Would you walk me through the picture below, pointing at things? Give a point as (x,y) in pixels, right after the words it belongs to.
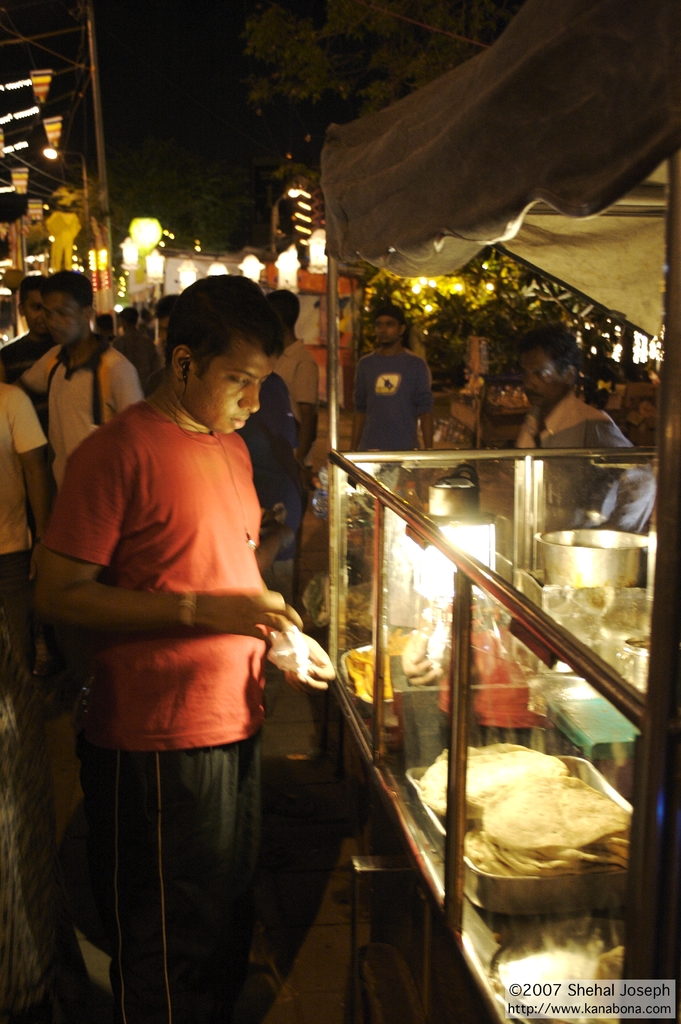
Here we can see few persons (250,407) and there is a stall (456,766). Here we can see food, tray (601,907), and a bowl (550,556). In the background (321,264) we can see lights (295,265), poles (273,247), and trees (317,177).
